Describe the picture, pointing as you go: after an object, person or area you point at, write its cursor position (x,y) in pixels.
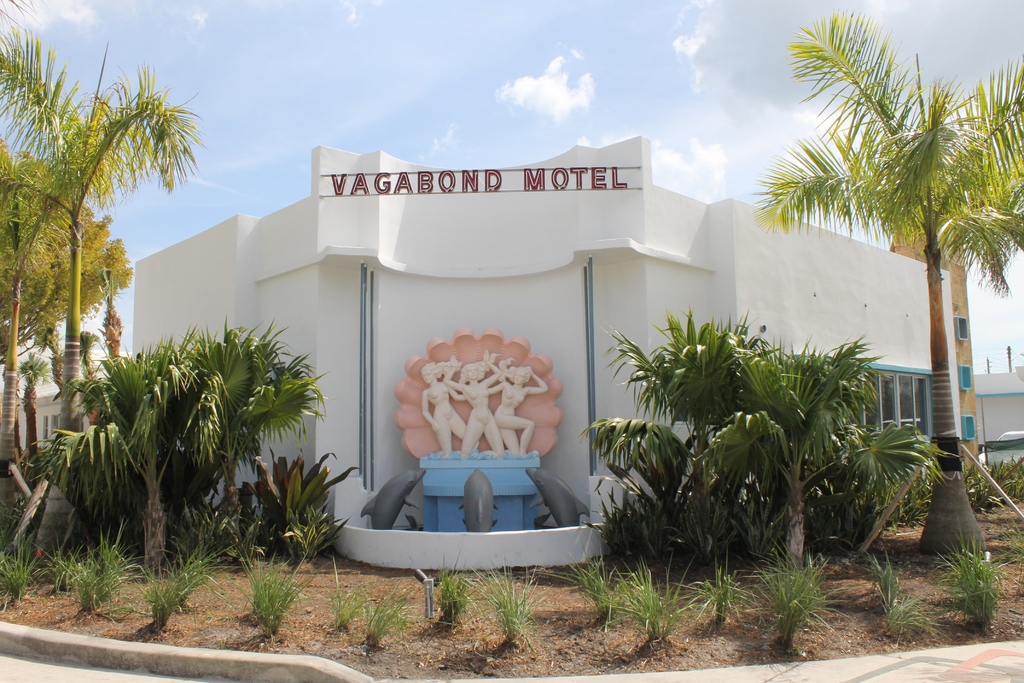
In this image there is a building (612,251) in the middle (629,248). In the middle (497,453) there are sculptures (497,453). At the top (341,54) there is the sky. There are trees (108,299) on either side of the building (597,321). At the bottom (491,626) there is a ground (384,572) on which there are small plants (587,570). On the right side (1005,385) there is another building (999,418).
